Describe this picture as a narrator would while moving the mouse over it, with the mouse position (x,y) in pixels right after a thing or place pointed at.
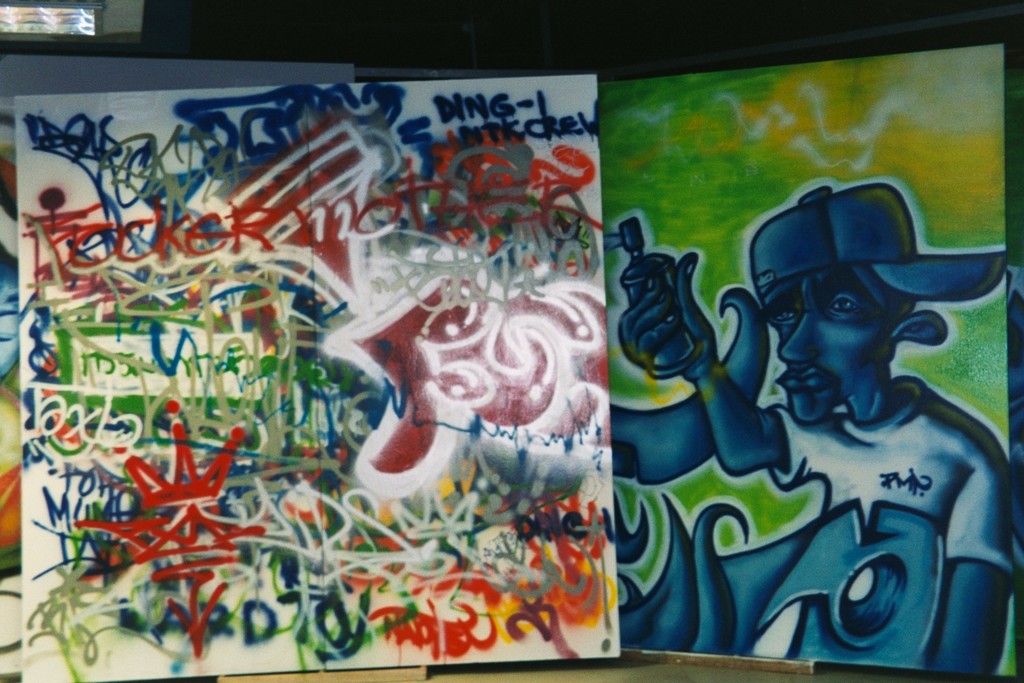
In this image I can see few boards (262,163) which consists of a graffiti (375,517). On the left top of the image (74,21) there is a window (62,13) to the wall (163,25).
